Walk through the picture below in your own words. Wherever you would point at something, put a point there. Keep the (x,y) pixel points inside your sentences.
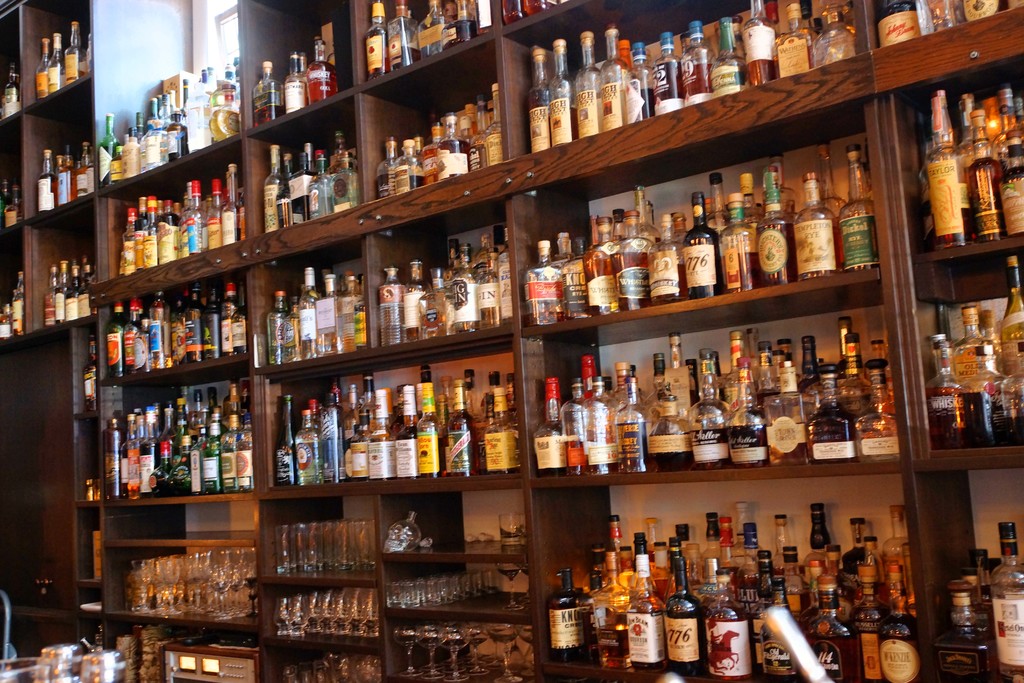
There are many liquor bottles (644,106) placed in the rack (889,98). Here I can find wine glasses (213,580) and tumblers (323,542) which are placed in the rack (371,640).
